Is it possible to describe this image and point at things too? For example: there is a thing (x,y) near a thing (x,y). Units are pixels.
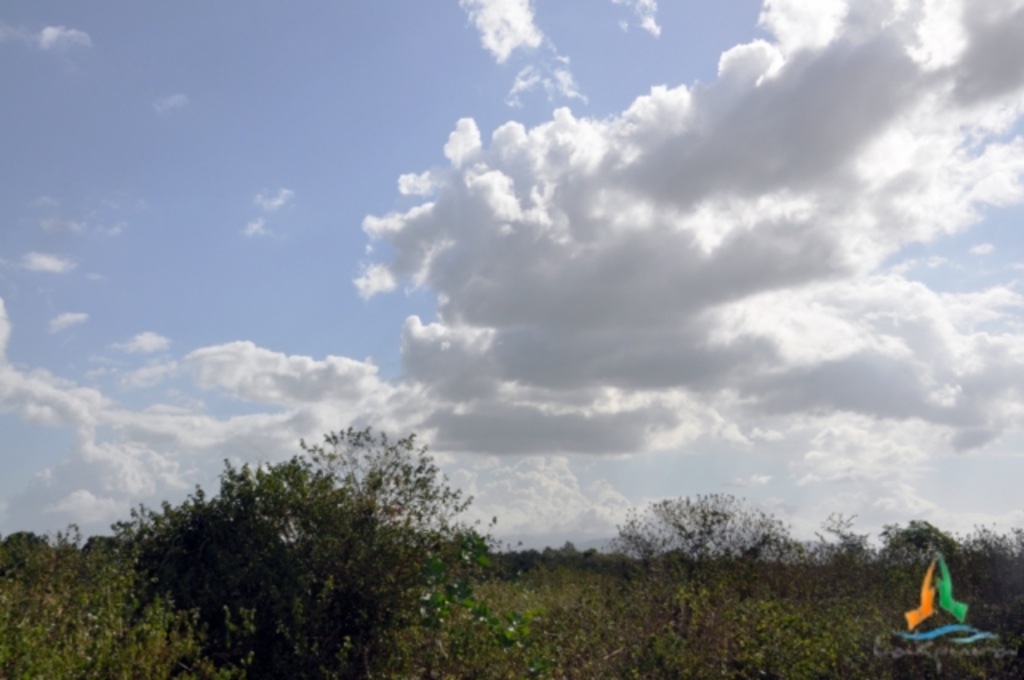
In this image we can see one image (919,656) on the bottom right side of the image (904,637), some trees (291,572), bushes (690,628), plants (46,636) and grass (733,606) on the ground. In the background (303,407) there is the cloudy sky (435,331).
